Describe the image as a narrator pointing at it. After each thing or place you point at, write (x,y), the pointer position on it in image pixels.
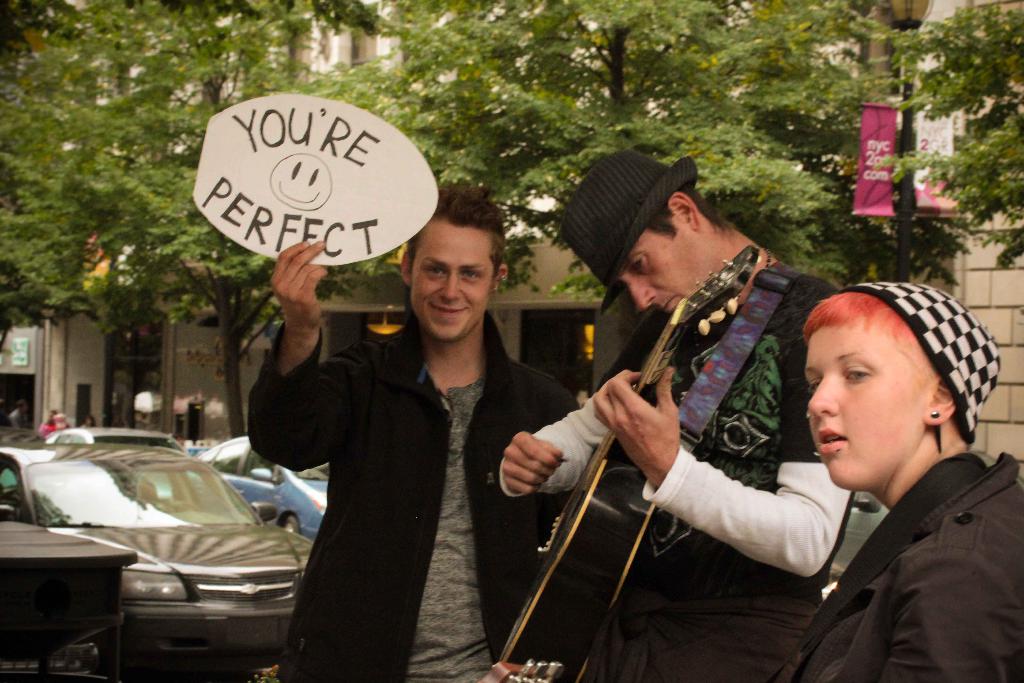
In the middle (454,280) a man (439,432) is standing by holding a placard (294,194) in his hand (300,249), he wore black color coat (393,478). On the right side (805,388) a man (773,667) is playing the guitar (628,510), behind them there are trees (342,268). On the left side (210,600) few cars (179,597) are there.
